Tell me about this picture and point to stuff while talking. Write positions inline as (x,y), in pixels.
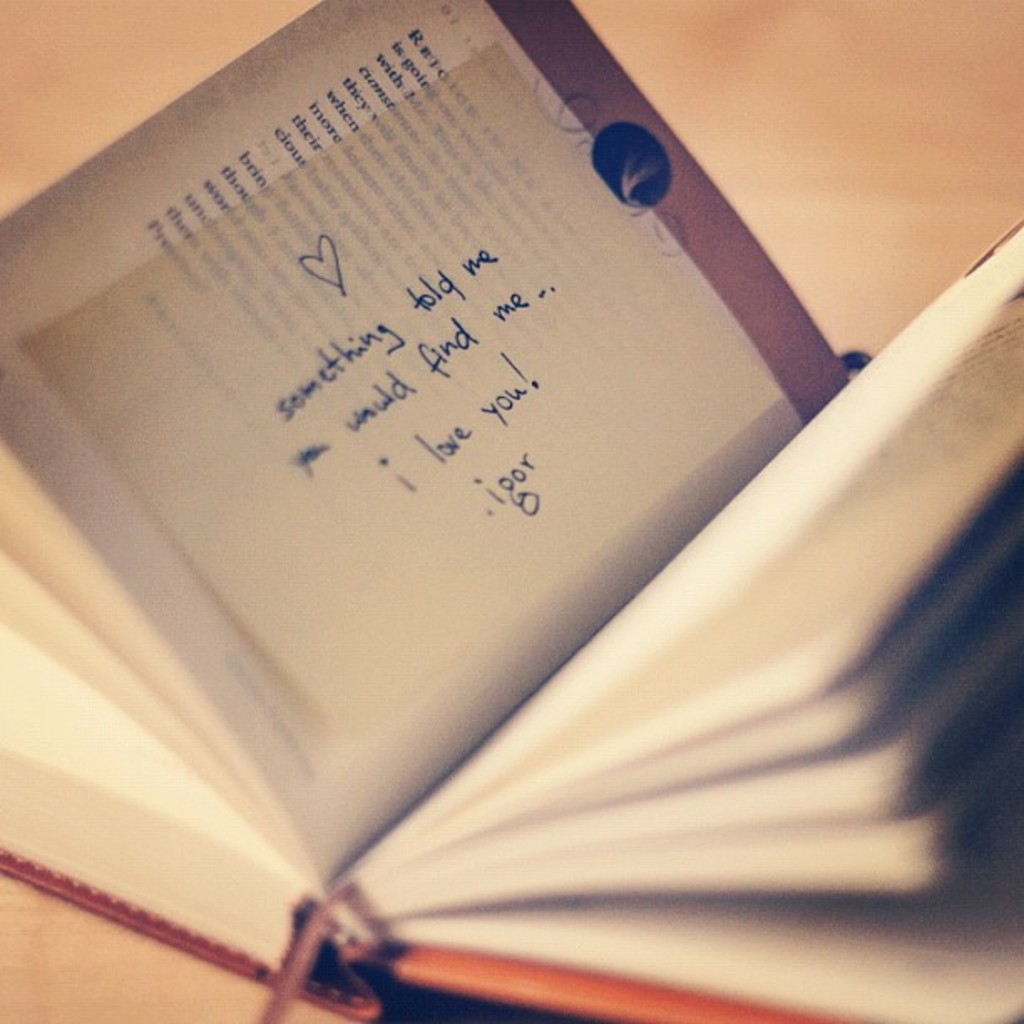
In this image, we can see a book (750,665) and there is a sticky notes (261,582) on the page (261,187).
